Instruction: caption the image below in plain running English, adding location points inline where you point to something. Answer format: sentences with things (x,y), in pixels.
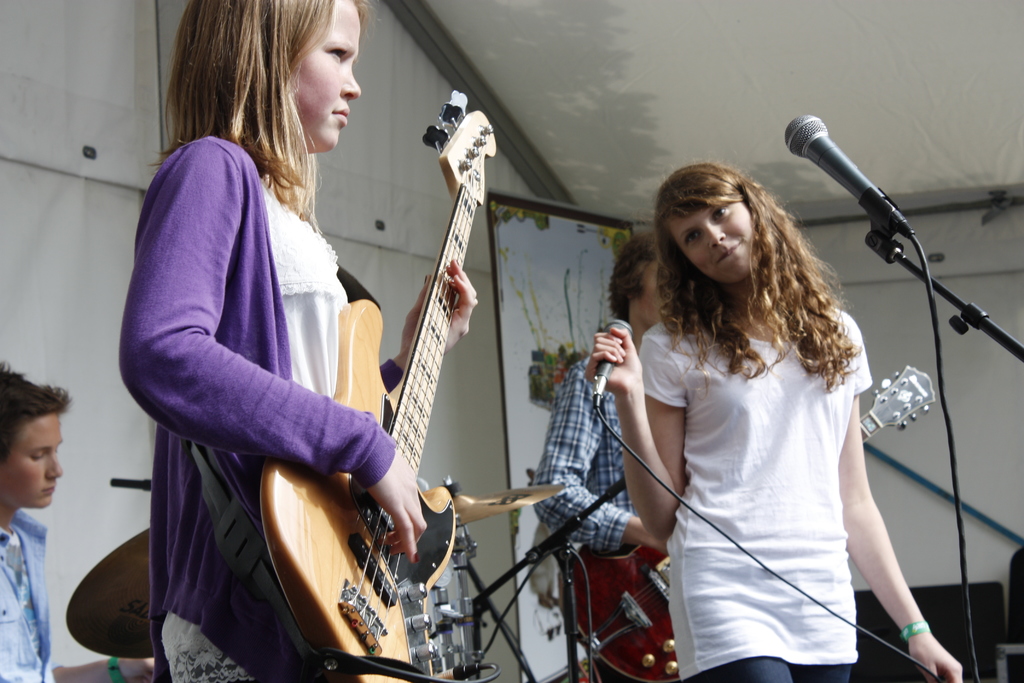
In this picture there are few people (401,510). The man (17,575) to the left corner (37,572) is sitting and playing cymbals (126,600). The woman (230,470) in the front (283,425) is playing guitar (371,507). The woman (782,455) beside her is holding microphone (608,370) in her hand (620,373). The man (574,471) behind her is playing guitar (611,584). There is banner (540,379) and microphones (596,380) in the image. There is wall (400,200) in the background (384,182).
